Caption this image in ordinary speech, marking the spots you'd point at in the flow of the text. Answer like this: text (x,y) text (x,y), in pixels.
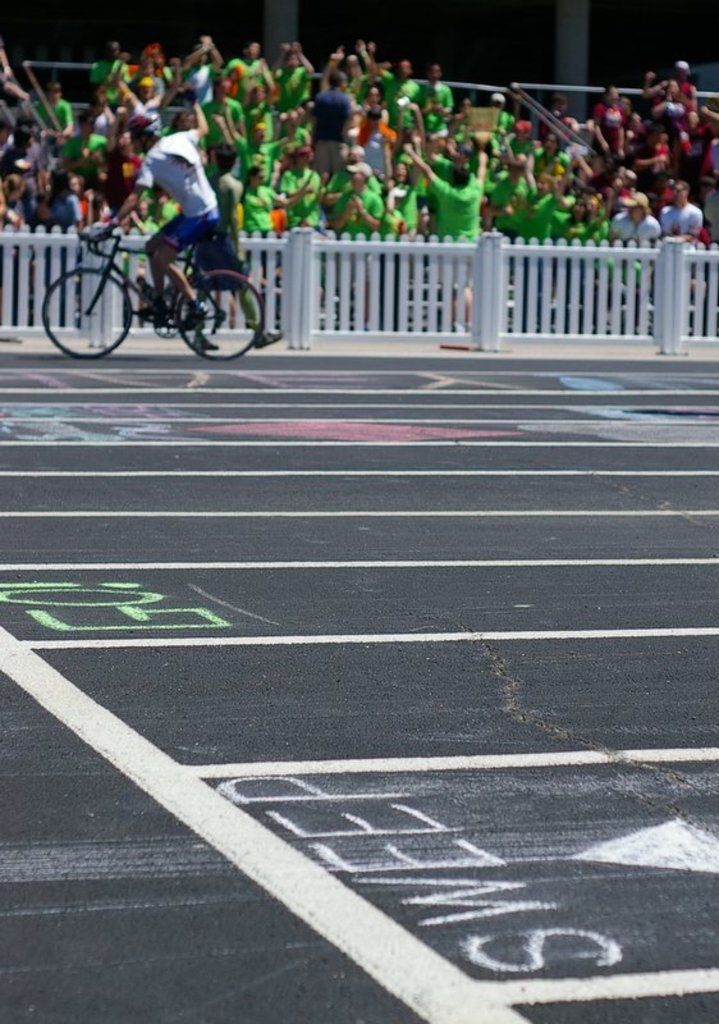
In this picture we can see a man (168,236) is riding a bicycle (128,301) on the road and behind the people (168,257) there is a fence (389,270) and groups of people (376,145).
